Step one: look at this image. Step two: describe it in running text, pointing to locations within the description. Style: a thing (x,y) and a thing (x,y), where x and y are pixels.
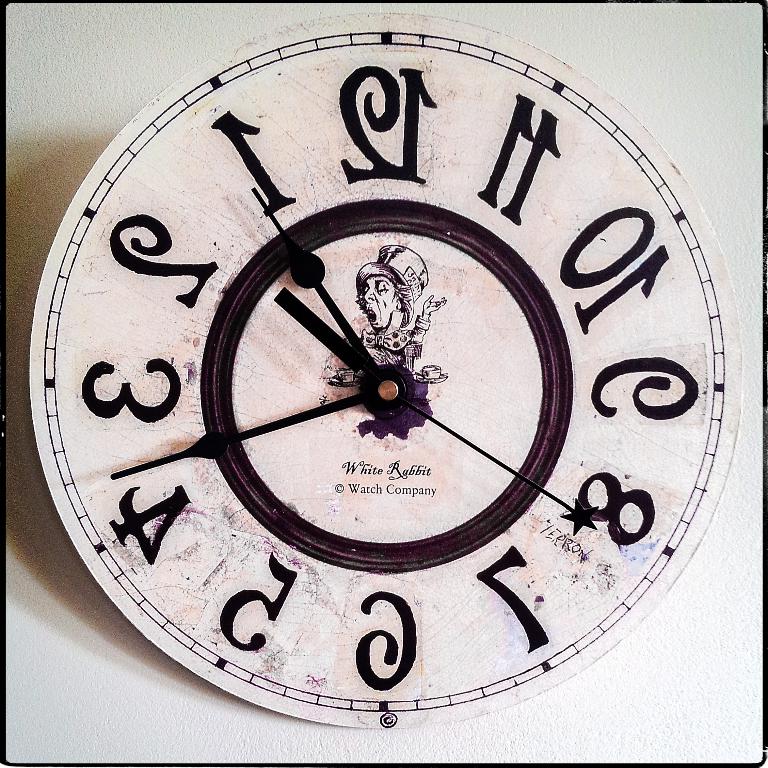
In this image we can see the clock (315,260) and there is some text (418,494) and numbers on it. We can see a cartoon image (435,311).
